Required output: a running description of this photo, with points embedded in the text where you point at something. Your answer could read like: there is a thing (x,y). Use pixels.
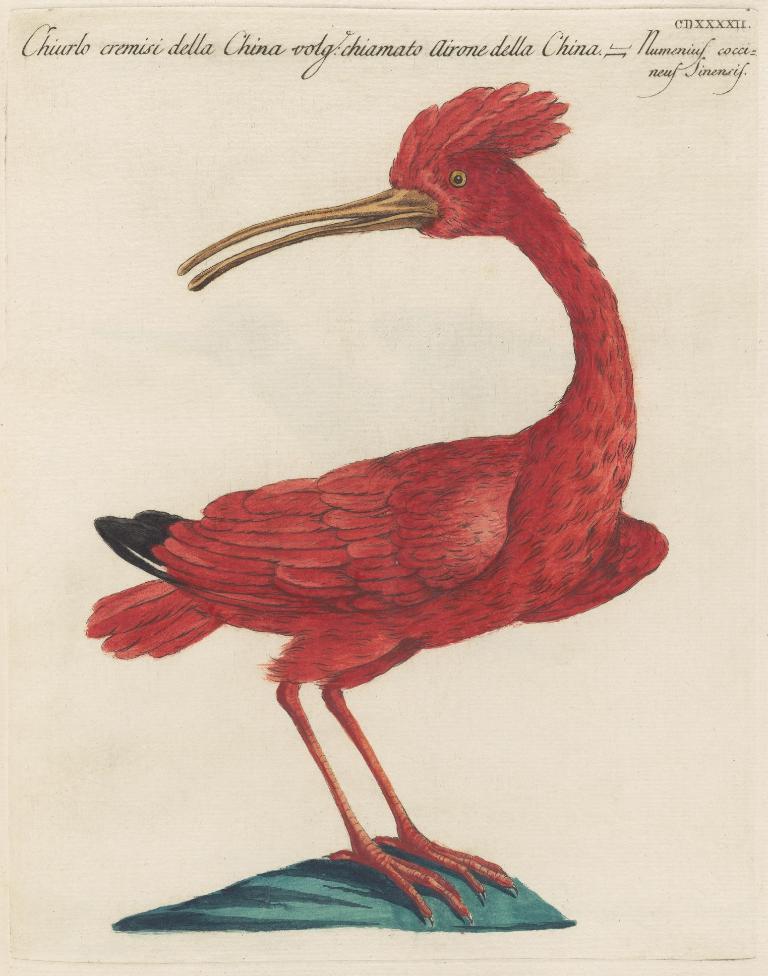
In this image we can see the picture (449,534) of a bird (456,534) on a paper (391,928). On the top of the image (714,30) we can see some text (593,45).
